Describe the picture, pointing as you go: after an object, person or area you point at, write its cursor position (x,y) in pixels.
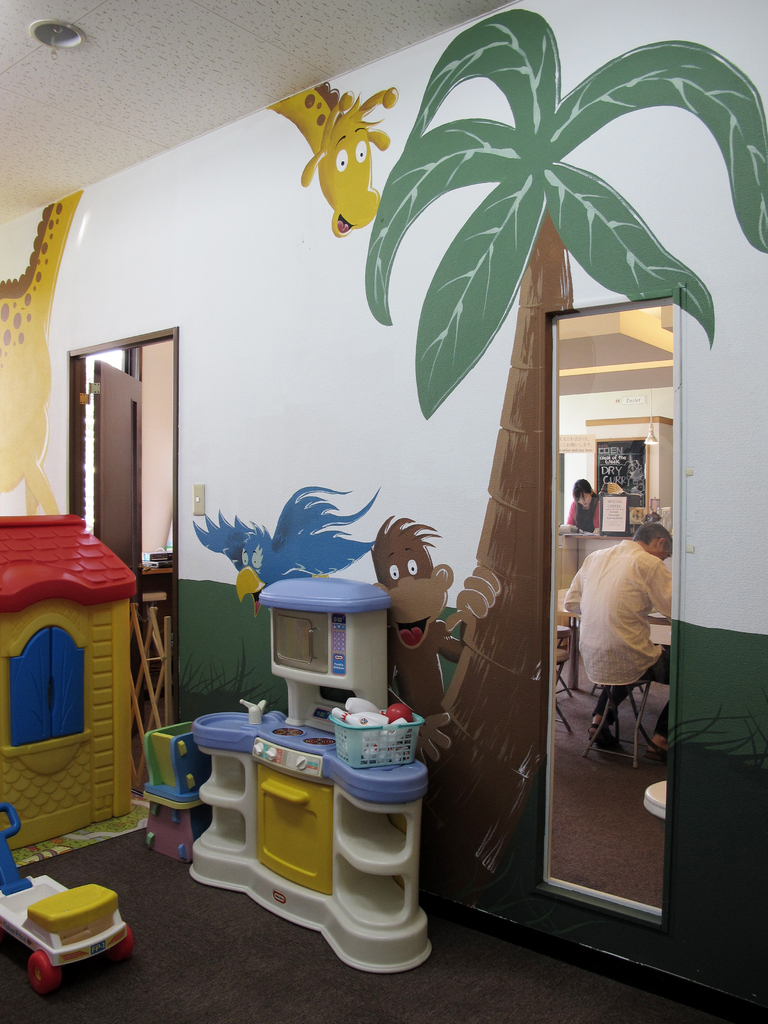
This is inside view of a room (393,237). We can see paintings (539,35) on the wall (199,480), door (116,515), objects (86,599) on the floor (192,972), people (598,566) in the window (634,581) on the wall (495,716) and light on the ceiling (57,131).
